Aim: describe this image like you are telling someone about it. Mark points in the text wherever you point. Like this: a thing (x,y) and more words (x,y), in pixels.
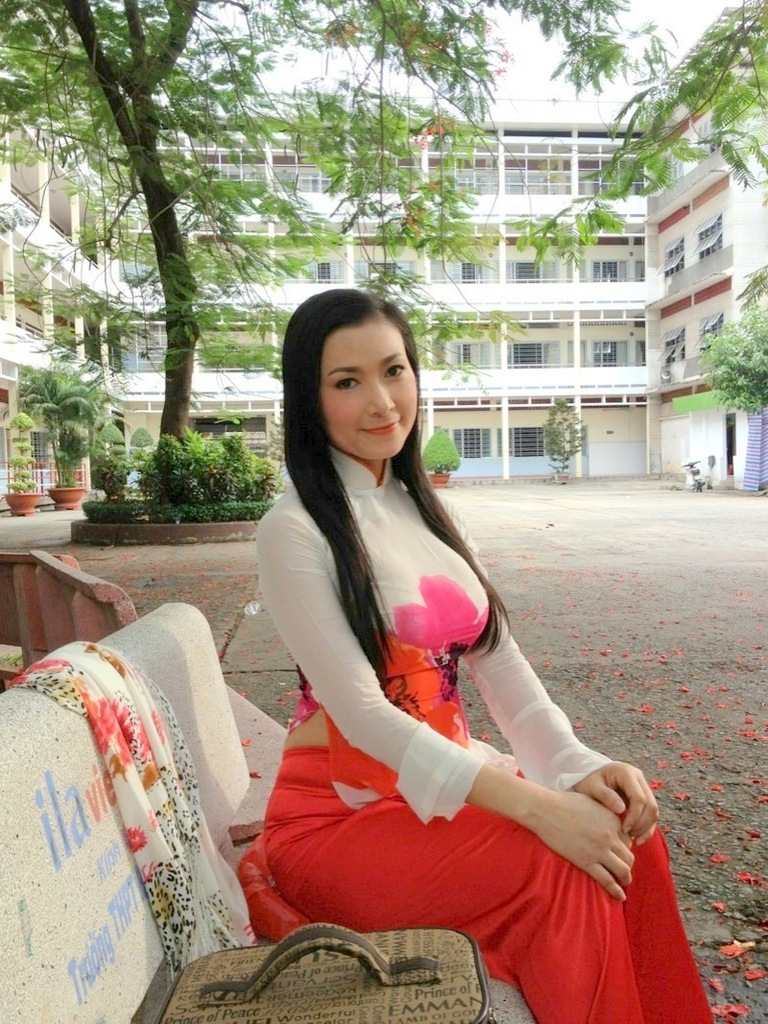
In this picture we can see a bag (231,949), cloth (135,699) and a woman (341,693) sitting on a bench (14,960). In the background (408,225) we can see the ground (617,578), plants (106,478), pots (14,503), trees (117,332), buildings (642,364) with windows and the sky (564,42).
